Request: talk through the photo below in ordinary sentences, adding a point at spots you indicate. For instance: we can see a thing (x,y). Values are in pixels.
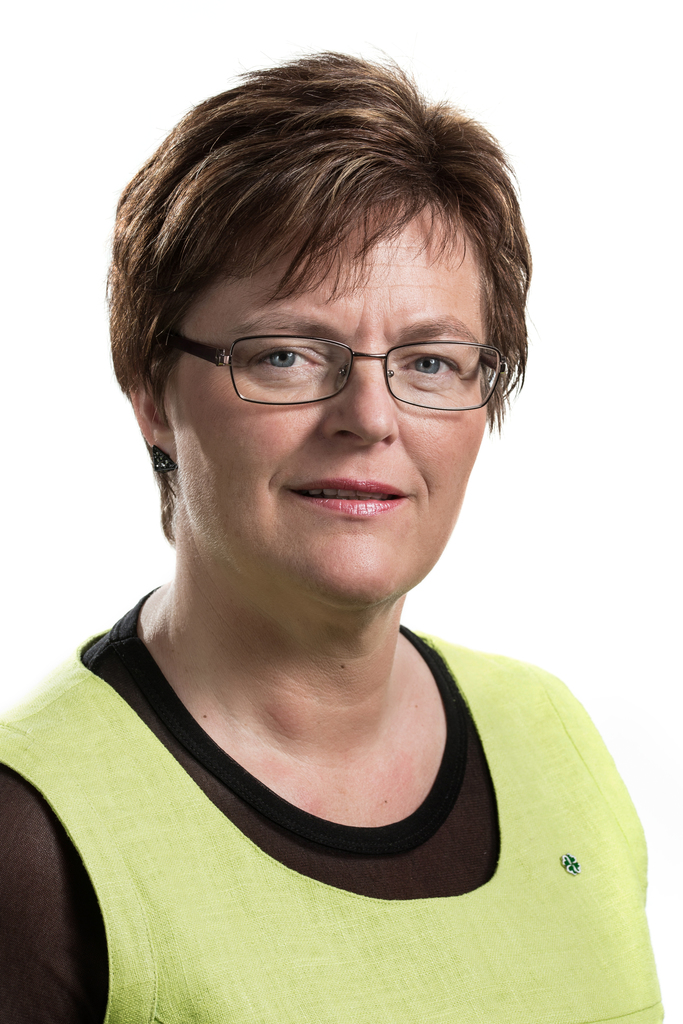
In this image we can see a person (343,607).
